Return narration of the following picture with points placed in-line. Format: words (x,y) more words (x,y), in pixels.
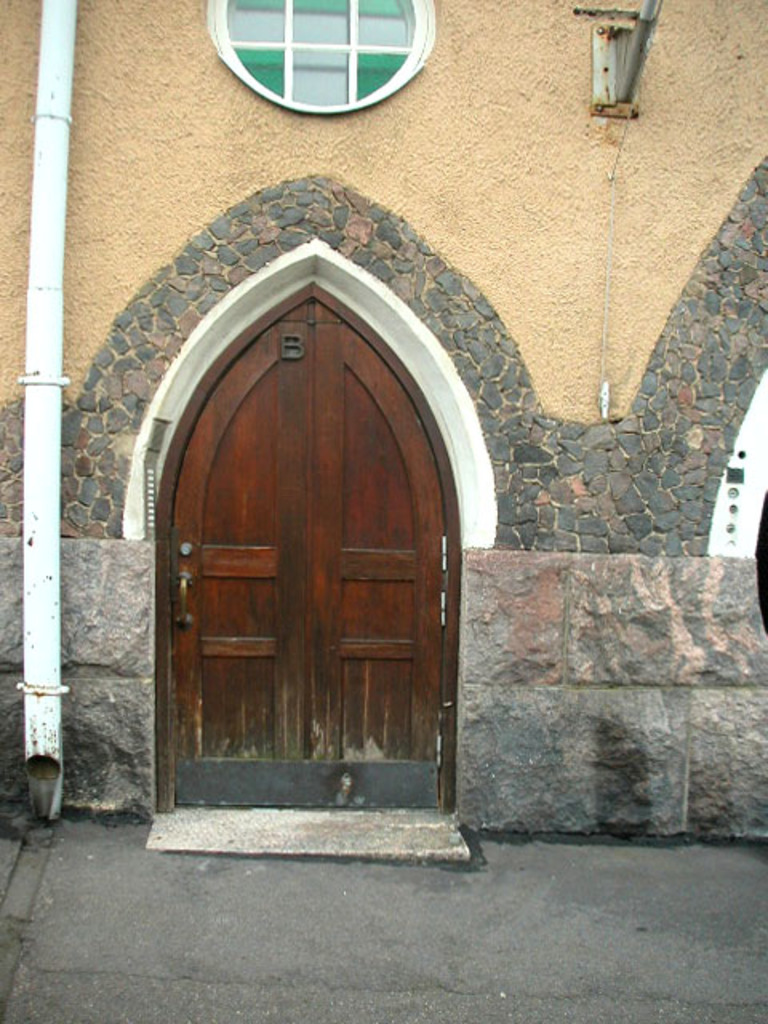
In this image we can see the building (645,487) with the door (329,560) and window (381,44). And we can see the pipeline (58,691) and the rod (624,72) attached to the wall (658,430).
